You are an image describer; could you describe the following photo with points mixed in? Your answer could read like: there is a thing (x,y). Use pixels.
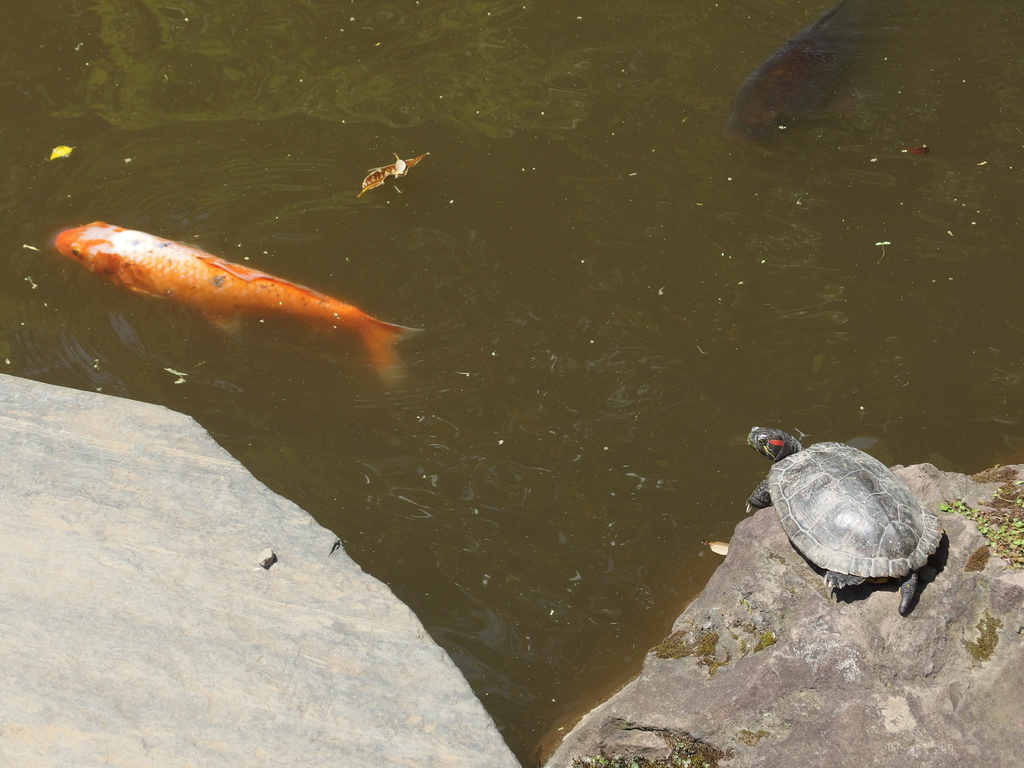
There is water (607,217). Also there are fishes (153,276) in the water (574,161). On the right side (793,492) there is a tortoise (825,553) on a rock (816,677).
